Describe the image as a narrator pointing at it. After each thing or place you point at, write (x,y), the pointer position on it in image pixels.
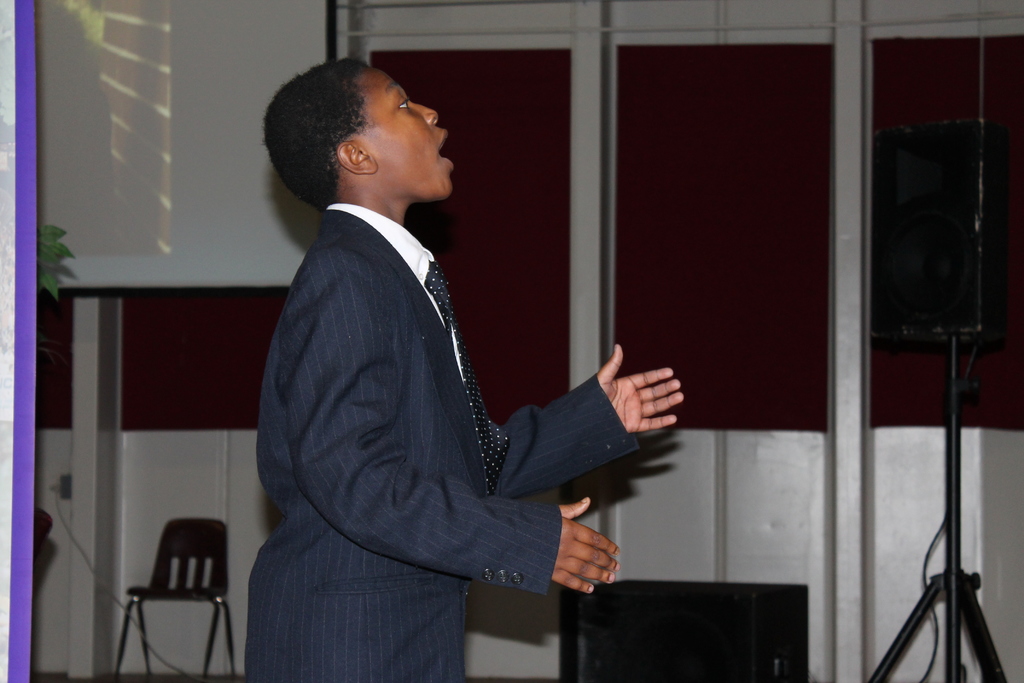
In this image, we can see a person (270,645), a chair (130,615), a stand (986,636) and a pole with a board (145,240). We can also see the wall (386,1) with some objects (633,208). We can see an object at the bottom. We can also see some leaves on the left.
